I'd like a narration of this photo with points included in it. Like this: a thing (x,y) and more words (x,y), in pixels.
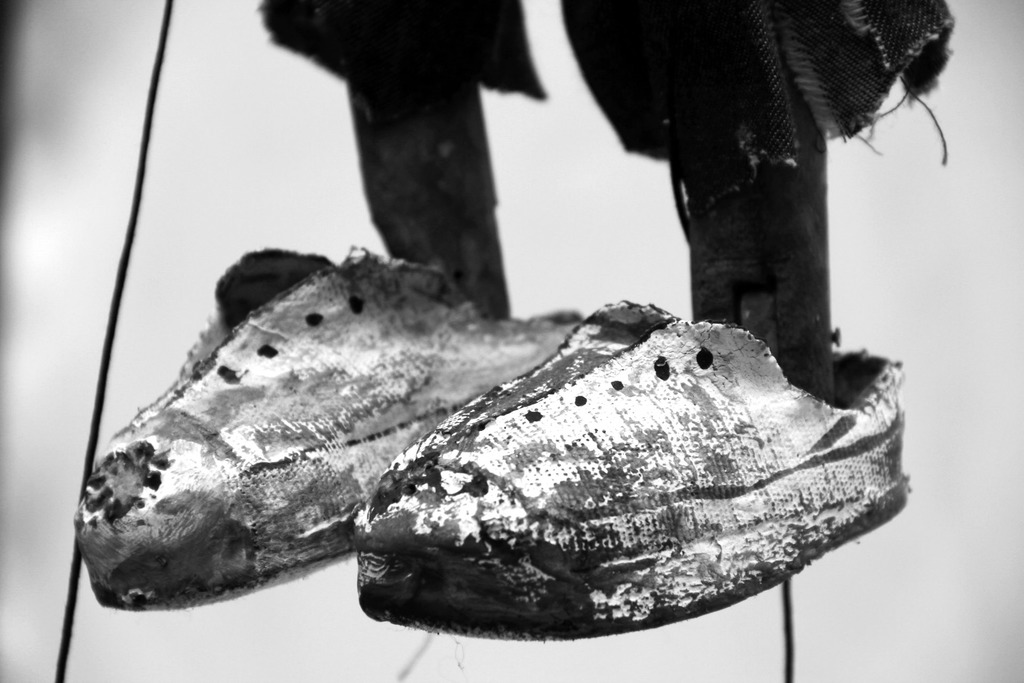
This picture is a black and white image. In this image we can see two shoes (87,555) with wooden poles (775,332) in it, two black wires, some cloth (396,45) attached to these poles (416,139), one nail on the right side pole (788,323) and there is a white background (921,553).
